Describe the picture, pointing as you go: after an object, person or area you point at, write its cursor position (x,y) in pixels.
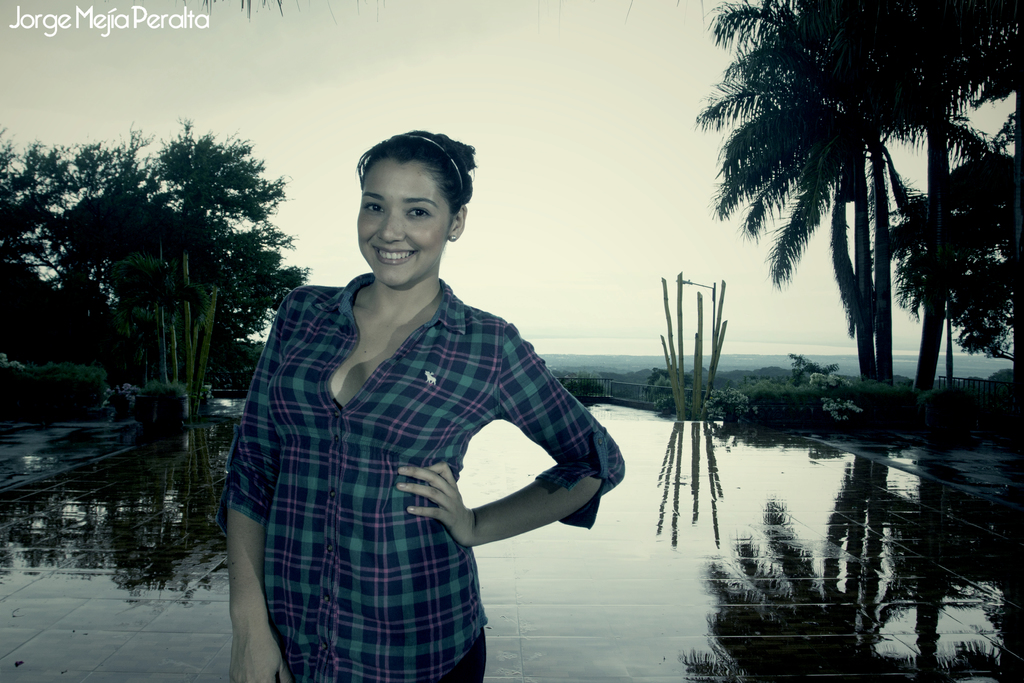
In this image I can see the person (398,456) standing and the person (347,531) is wearing blue and green color shirt (382,511). In the background (888,351) I can see few plants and trees (961,222) and the sky (525,142) is in white color.
